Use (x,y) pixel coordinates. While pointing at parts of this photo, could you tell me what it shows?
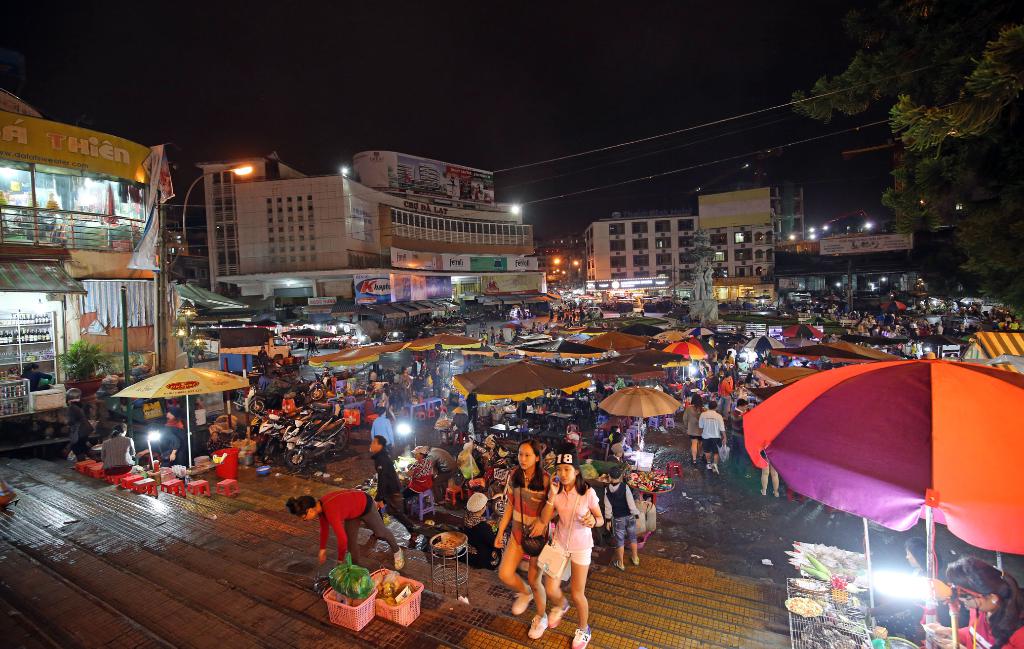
In this picture we can see some people (524,415) are standing and some people (717,359) are walking, there are some umbrellas (973,413), lights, stores (553,348), bikes (315,431), boxes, trays (453,551) and other things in the middle (475,375), in the background (85,229) there are buildings (661,230), we can see a plant (90,364) on the left side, there is a tree (956,149) on the right side (867,131), we can see the sky (703,77) at the top of the picture (563,42).
